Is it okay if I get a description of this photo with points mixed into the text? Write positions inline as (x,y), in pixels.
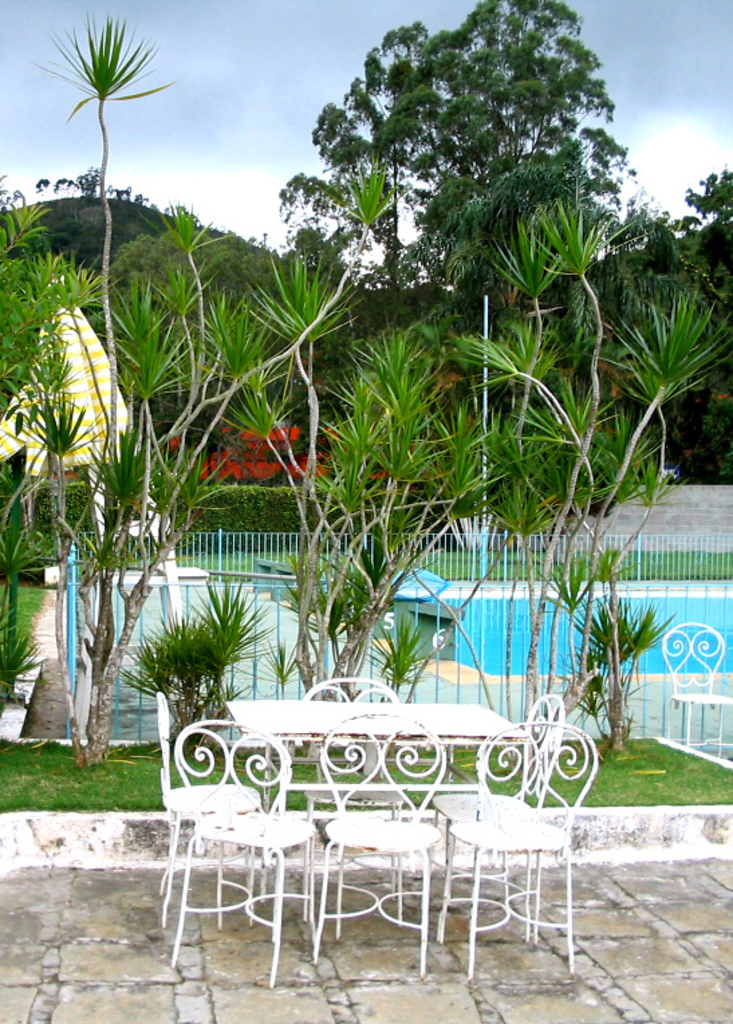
There is a table (319,711) and chairs (538,774) present at the bottom of this image (230,759). We can see trees (312,445) and a fence (99,584) in the middle of this image (386,452). There is a sky (213,169) at the top of this image (237,86).
